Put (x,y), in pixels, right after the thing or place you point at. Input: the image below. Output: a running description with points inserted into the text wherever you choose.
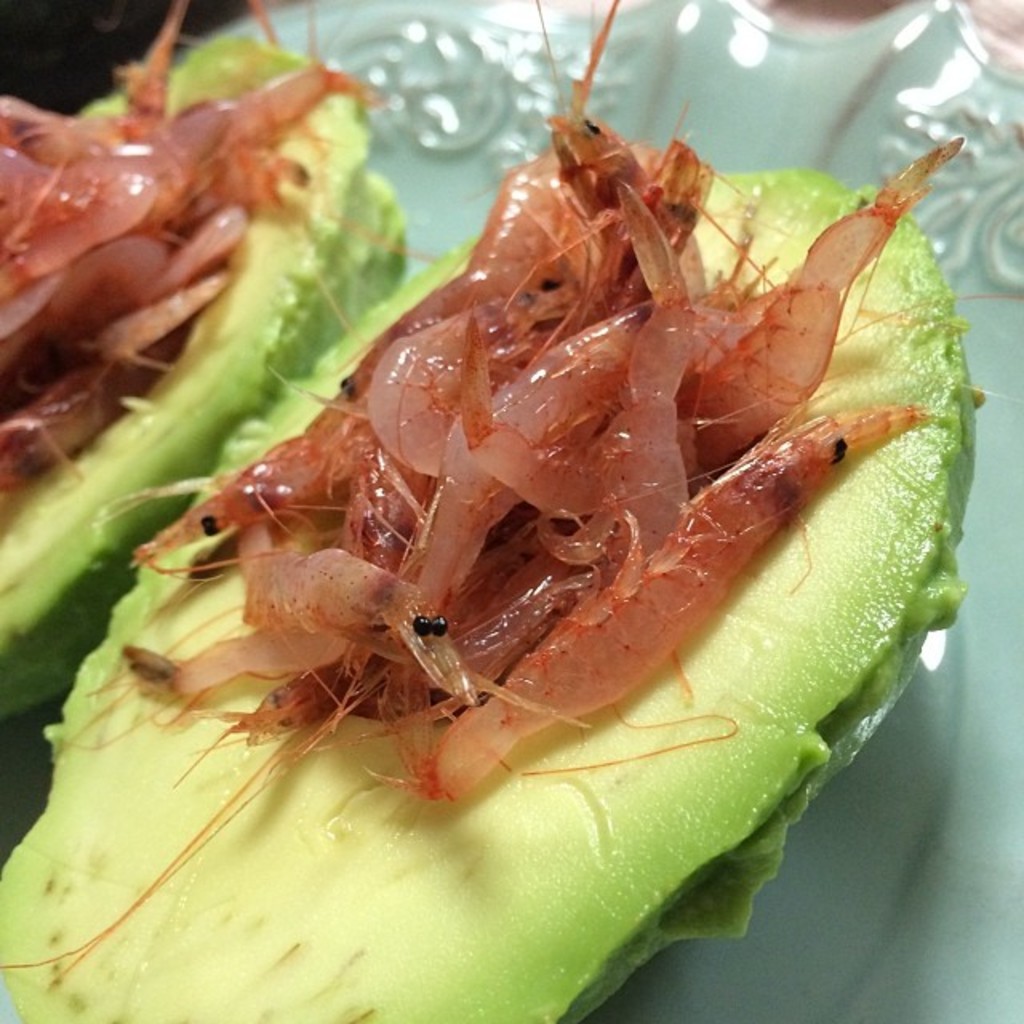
In this image there are two avocados (240,771) on which there are krills (495,558).
